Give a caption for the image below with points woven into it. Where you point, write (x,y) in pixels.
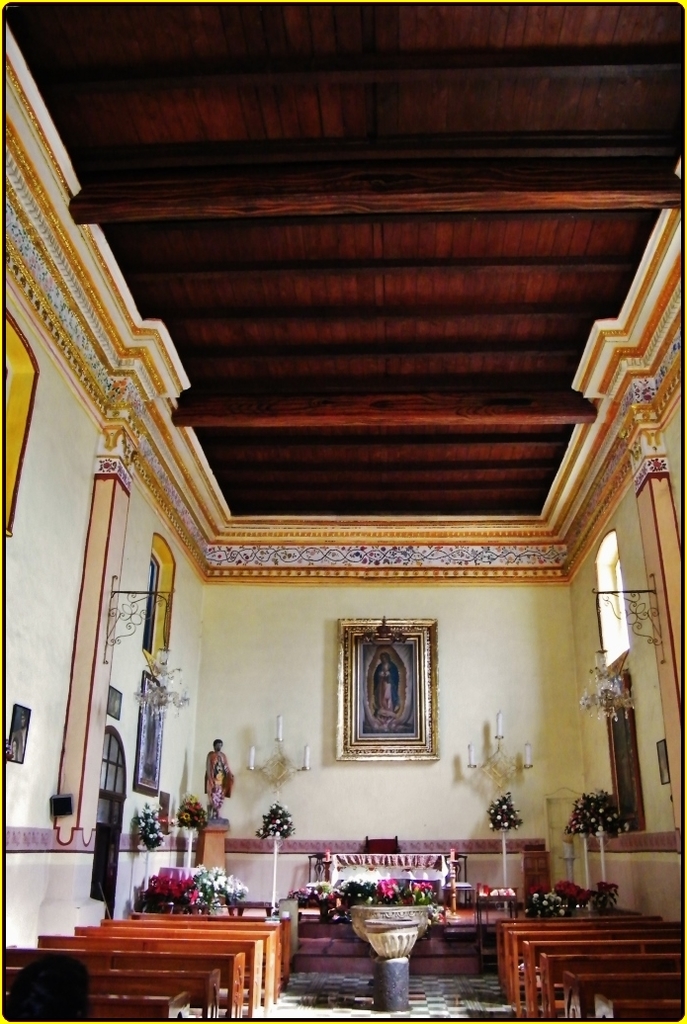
In this image we can see inside view of a building (346,483). In the foreground of the image (391,938) we can see a group of chairs (599,937), vase (394,952) placed on the ground (453,992). In the center of the image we can see some flowers (403,888), table (379,888) and chair (384,851), On the left side of the image (220,784) we can see a statue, speaker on the wall (183,792). In the background (411,648), we can see candles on stands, photo frames (365,714) on the wall (255,708), a group of lights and the roof (419,403).
